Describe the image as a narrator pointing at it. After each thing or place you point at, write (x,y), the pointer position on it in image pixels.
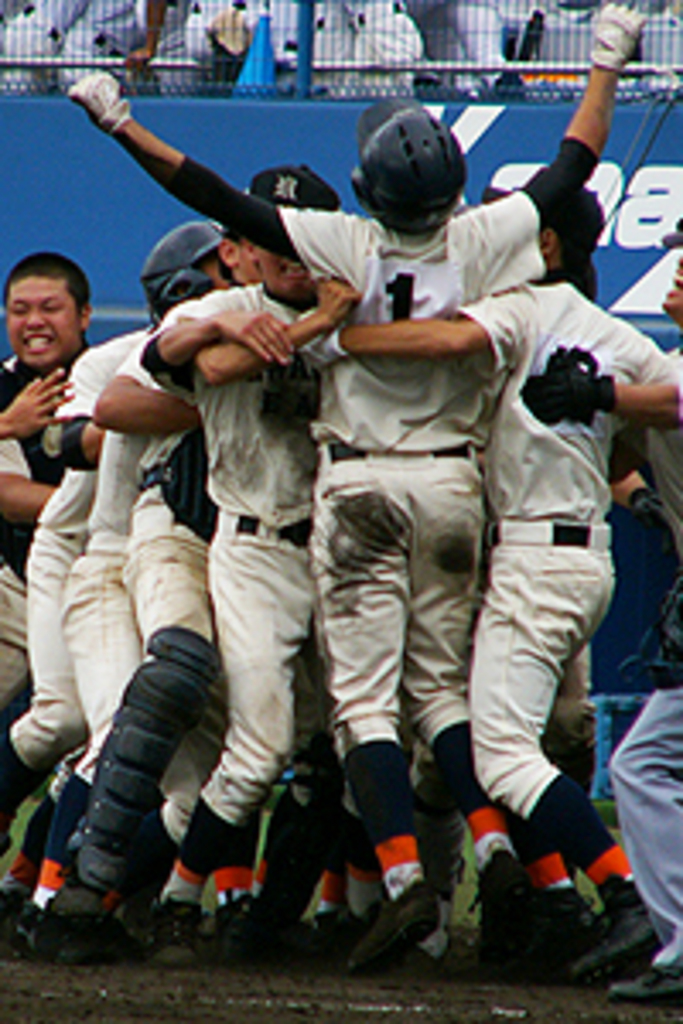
In this image there are group of players (400,373) who are holding each other. There is a man (395,360) in the middle (418,508) who is standing on the ground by raising both of his hands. In the background (342,14) there is a fence (285,35). Behind the fence (308,28) there are few people (115,33) who are standing near the fence (370,65).
